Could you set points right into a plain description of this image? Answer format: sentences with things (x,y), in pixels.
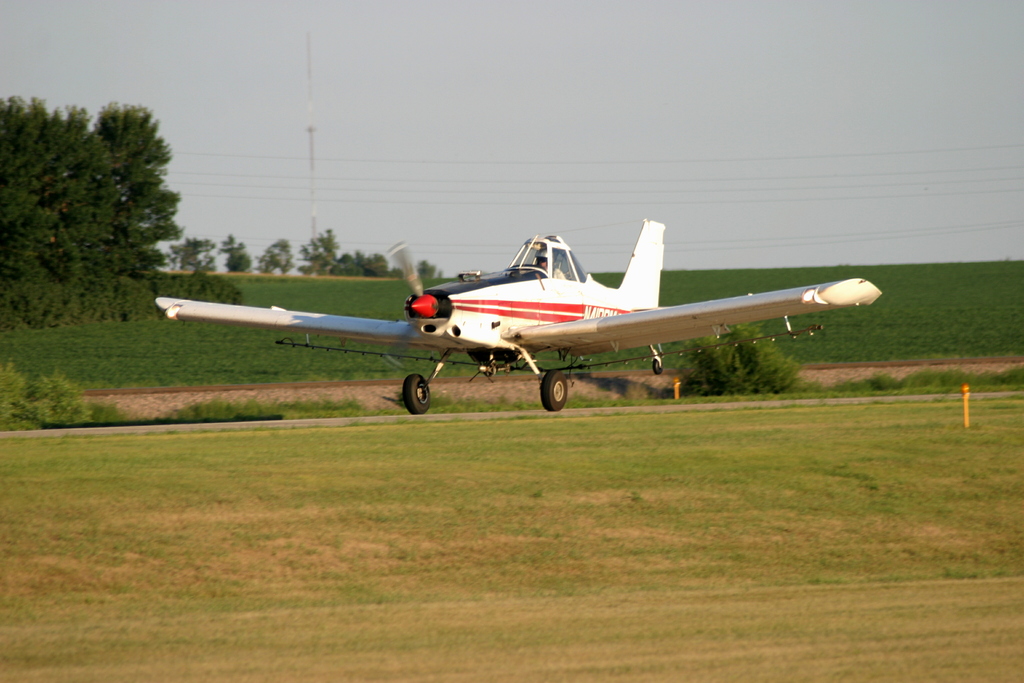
This image consists of a propeller plane (532,323) in white color. At the bottom (488,537), there is green grass (505,500). In the background (26,250), there are trees (67,273). At the top (469,71), there is sky (457,77).
